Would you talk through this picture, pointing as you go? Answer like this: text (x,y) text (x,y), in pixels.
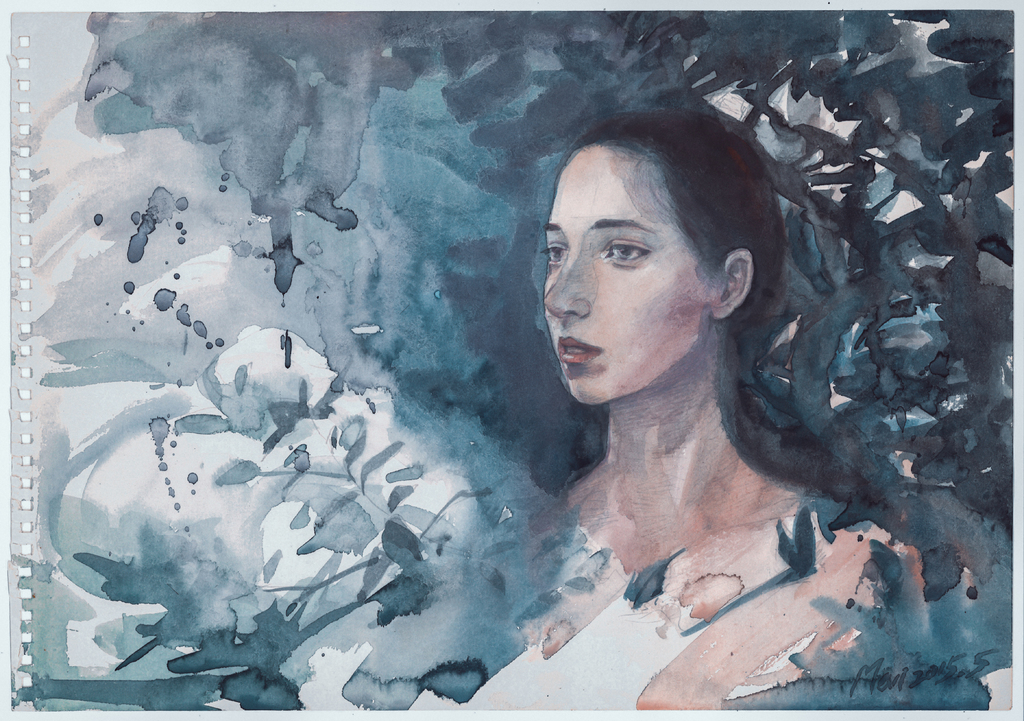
In this image there is a painting (547,348) of a girl (686,397).
